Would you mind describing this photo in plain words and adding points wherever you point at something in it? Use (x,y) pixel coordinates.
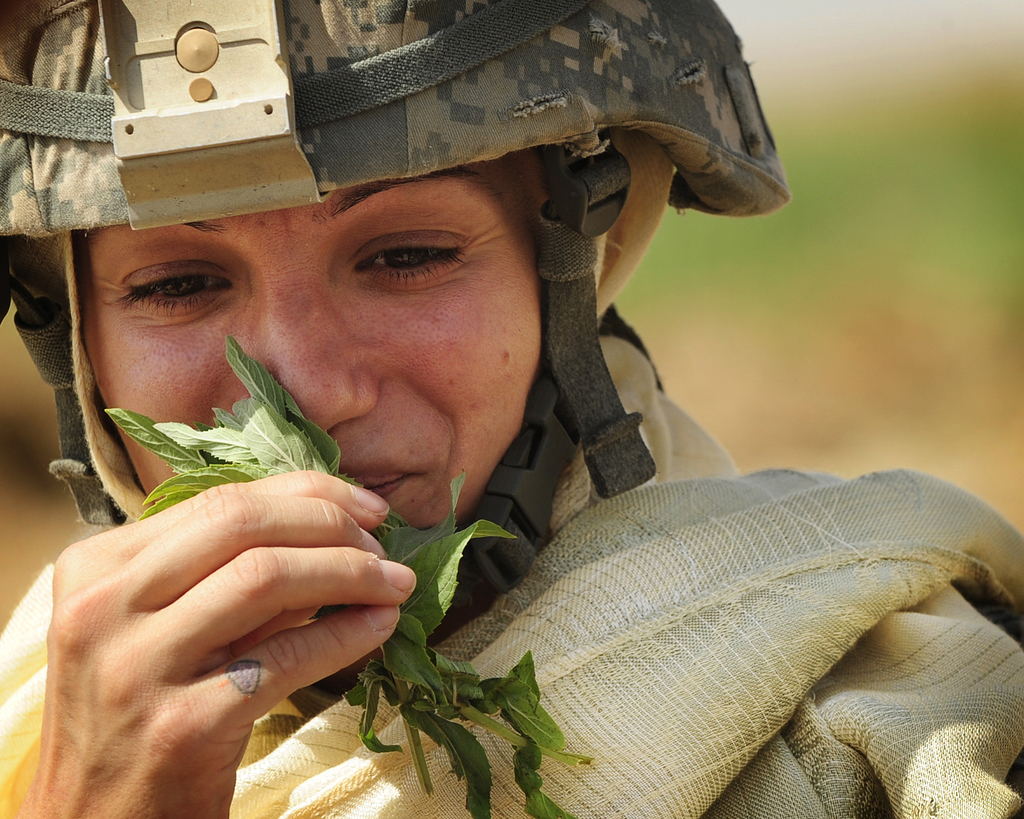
In this image I can see a woman (383,580), I can see she is holding green colour leaves (466,754) and I can see she is wearing a helmet (545,237). I can also see this image is blurry from background (870,123).
